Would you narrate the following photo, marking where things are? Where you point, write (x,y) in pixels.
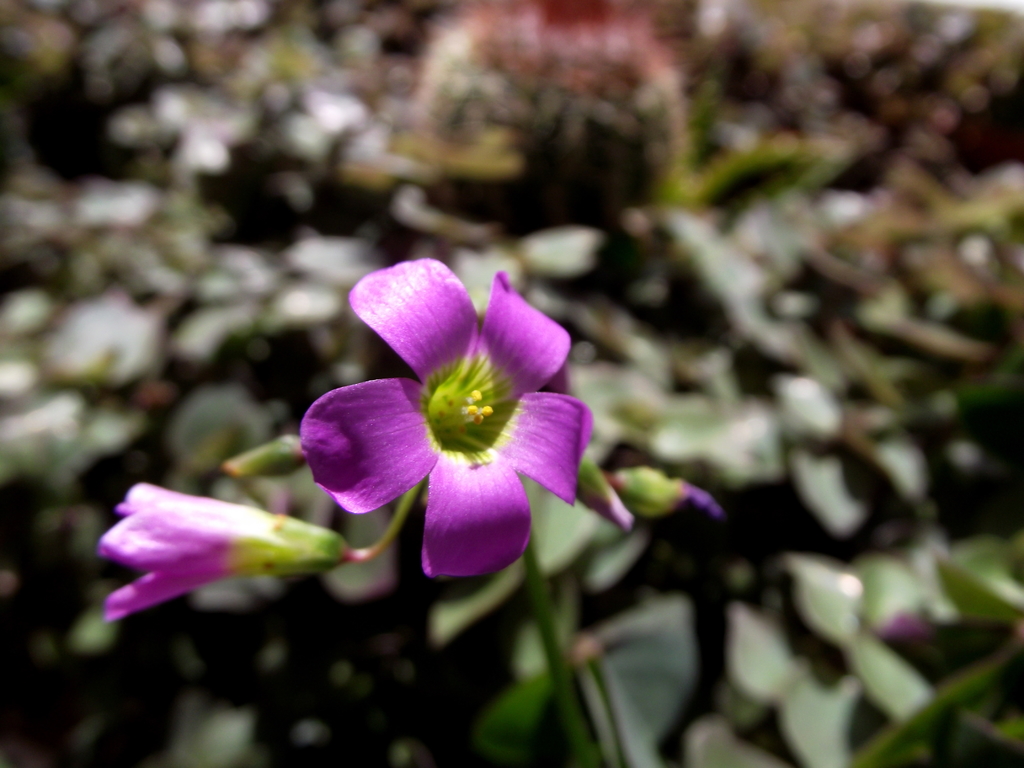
In the image we can see a flower plant (519,481). The flower (453,432) is purple in color and the background (451,82) is blurred.
